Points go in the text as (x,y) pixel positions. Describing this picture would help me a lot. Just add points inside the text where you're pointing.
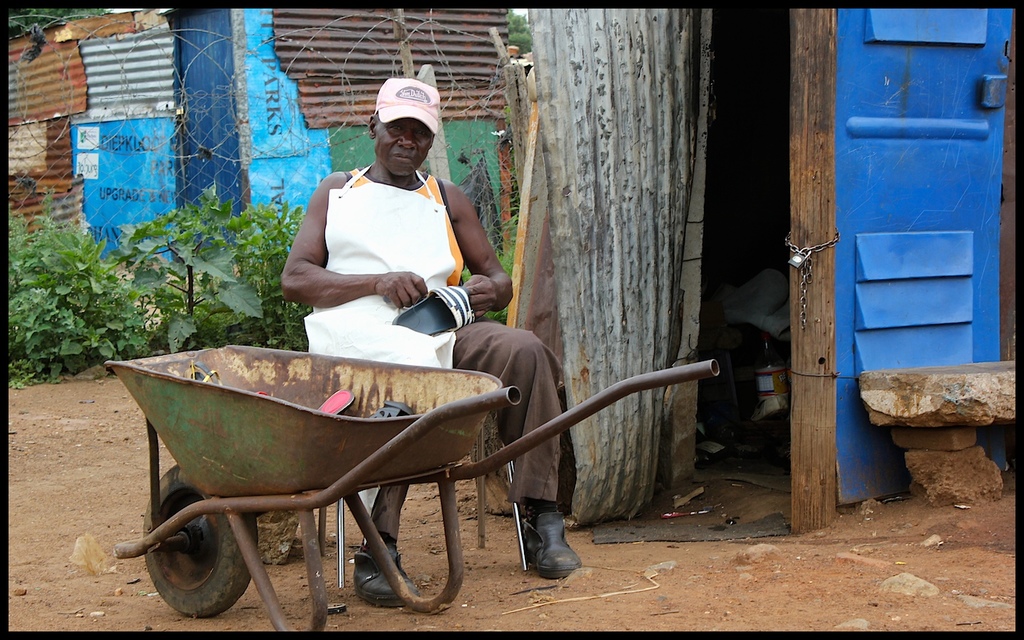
In this image, we can see a person (372,329) holding an object (450,306) is sitting. We can see the ground (569,583). We can also see a trolley (277,428) with some objects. There are a few plants (226,282), houses (655,139) and some stones (888,377) on the right (914,363). We can see the fence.
